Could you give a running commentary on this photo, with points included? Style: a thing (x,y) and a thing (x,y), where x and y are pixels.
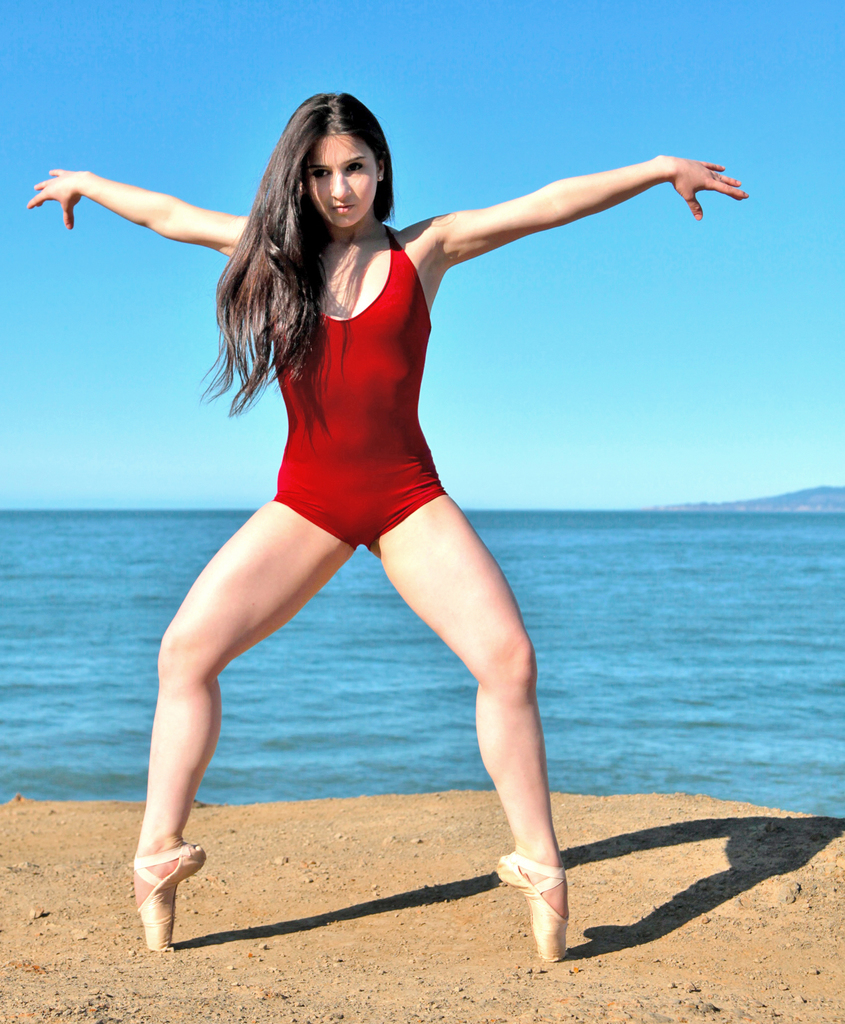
This picture shows a woman (330,451) standing on the toes (152,924) and we see water (553,602) and a blue sky (353,6).
